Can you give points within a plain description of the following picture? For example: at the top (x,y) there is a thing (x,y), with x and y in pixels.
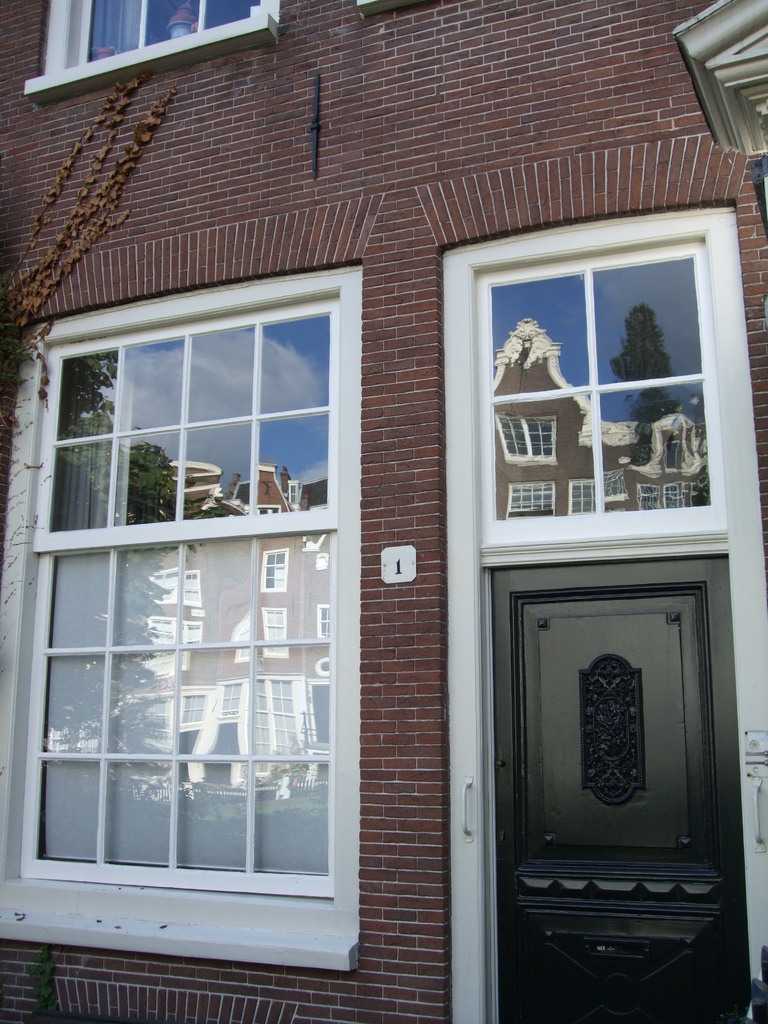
In this picture I can see a building (586,816) in front (630,24), on which there are windows (644,390) and I see a door (627,660) on the bottom right of this image (606,690). On the windows (620,385) I can see the reflection (95,661) of buildings (544,376), trees (133,617) and the sky (271,352).
